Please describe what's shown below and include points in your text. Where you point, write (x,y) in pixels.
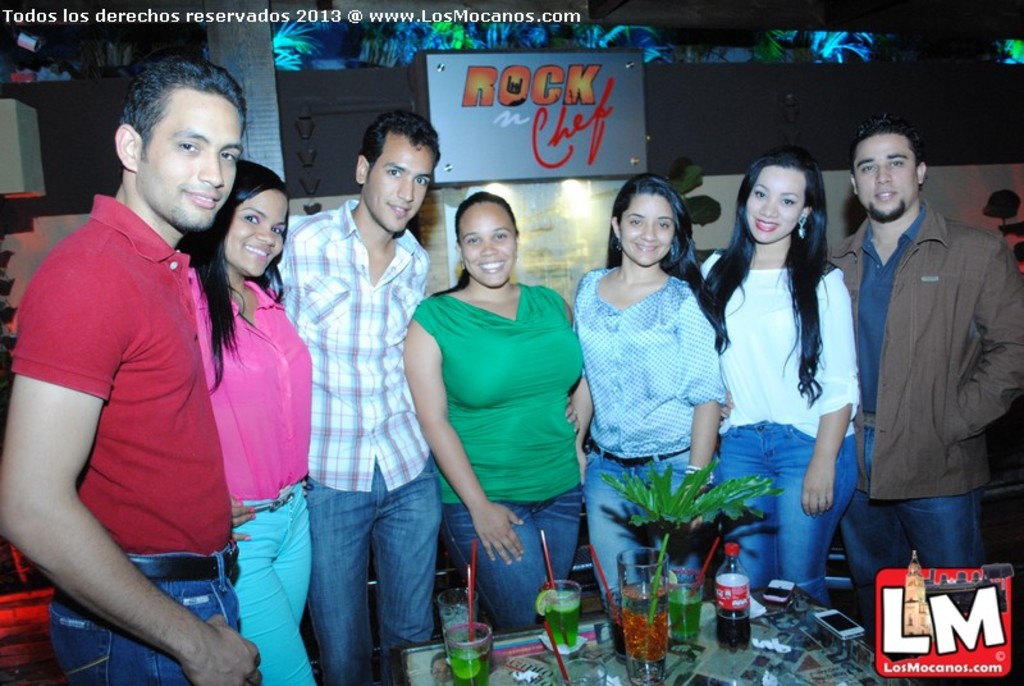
In this image few persons (521,530) are standing before a table (523,648) having few glasses (696,621), bottle (736,611) and mobiles (791,595) on it. Glass (556,635) is filled with some drink (574,618) and there is straw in it. A glass (645,610) is having drink (649,585) and a leaf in it. A person (983,394) wearing a jacket (921,264) is standing beside a woman (770,342) wearing a white top (766,303). Behind them there is a board (480,152) attached to the wall (721,125). Before it there are few plants (1015,204).
